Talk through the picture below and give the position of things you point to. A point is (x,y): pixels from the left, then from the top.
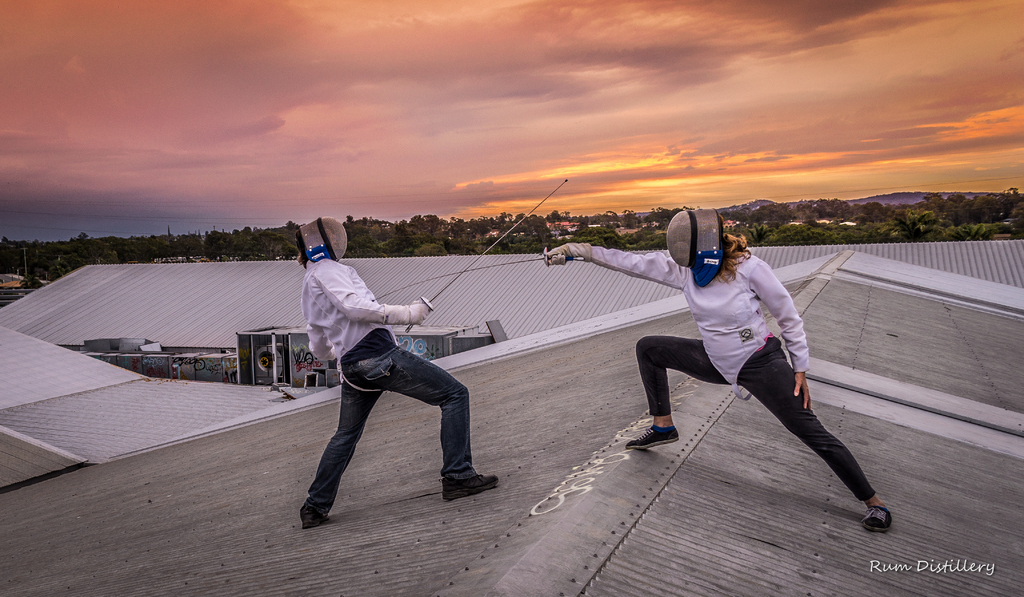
In center of the image (370,299) there are two people (423,389) playing fencing sport on the rooftop (293,555). In the background of the image (483,221) there are trees (618,233), sky (127,113) and clouds (275,101). In the center of the image (635,299) there are rooftops (195,328) of houses (832,253).
